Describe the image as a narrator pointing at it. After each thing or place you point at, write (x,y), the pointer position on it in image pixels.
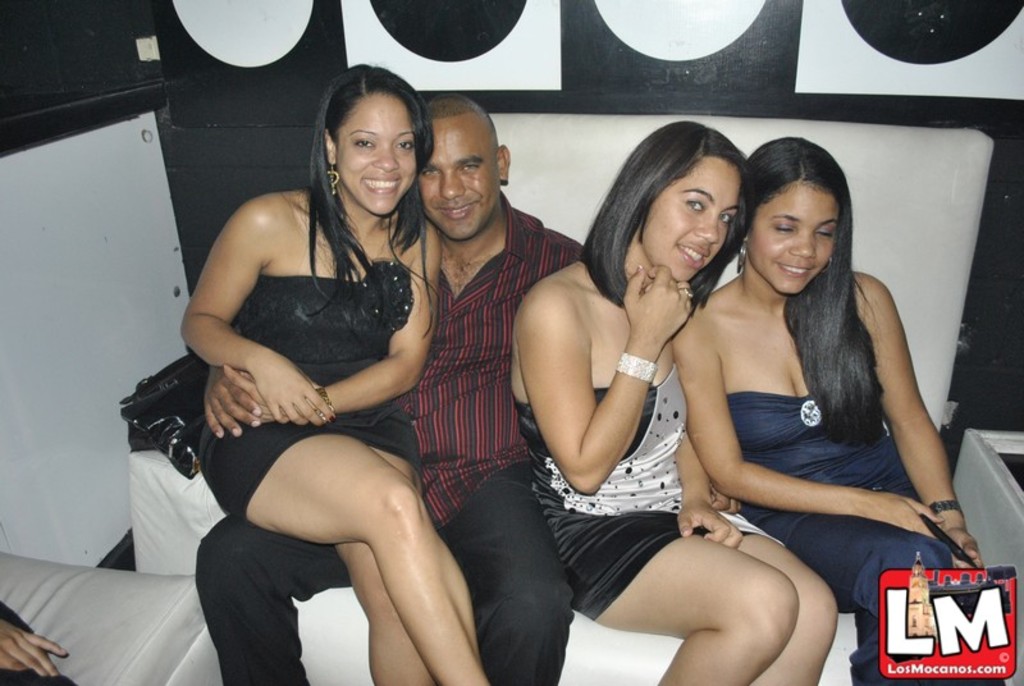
In the image there are four people (367,370), a man (445,337) and three women (640,449). All of them posing for the photo and behind the people (448,488) there is a wall (868,63).
